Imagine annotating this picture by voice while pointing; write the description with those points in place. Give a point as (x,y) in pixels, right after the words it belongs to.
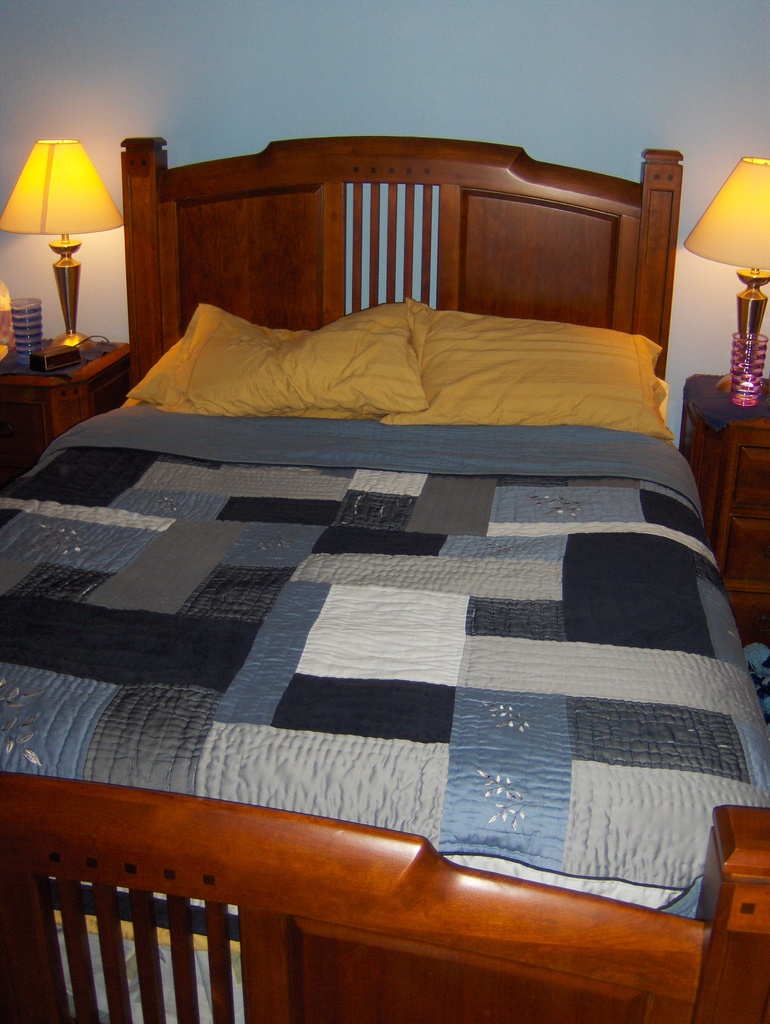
In this picture we can see inside view of bed room (538,956) in which wooden bed (537,221) is placed with two yellow pillows (294,397) and blue, white checks bed sheet (409,732). And on the right (752,328) and left side (58,182) we have two yellow table lights (75,244).
